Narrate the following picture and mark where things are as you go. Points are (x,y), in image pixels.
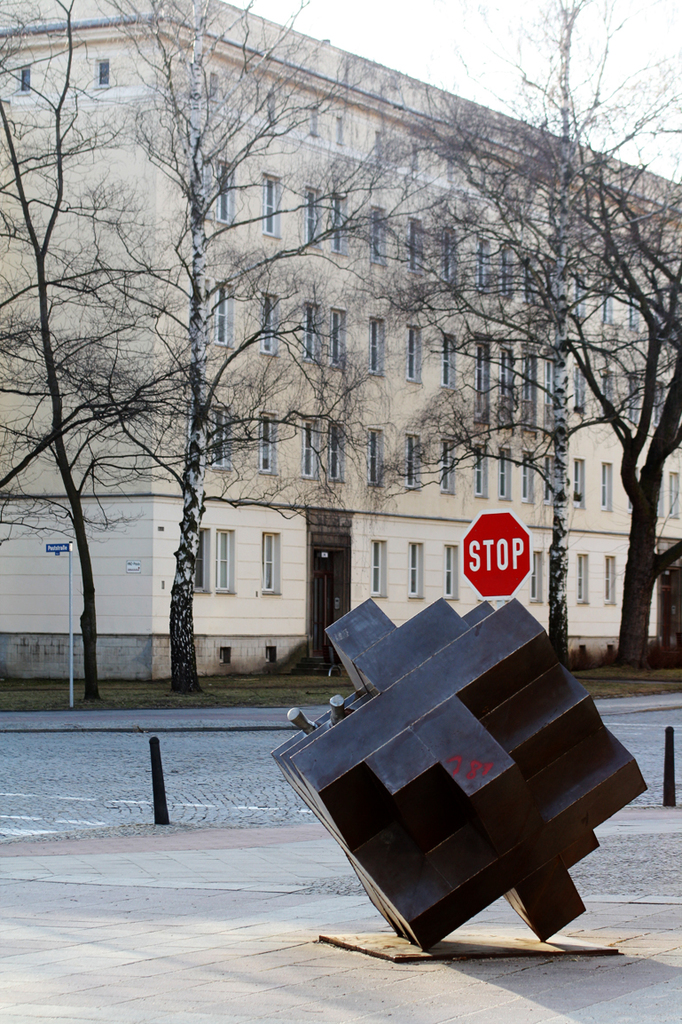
In this image we can see a building (420,583) with several windows (379,560). We can also see some trees (189,655), pathway (188,798), poles (156,766), a cube (483,812), board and the sky (425,77).
